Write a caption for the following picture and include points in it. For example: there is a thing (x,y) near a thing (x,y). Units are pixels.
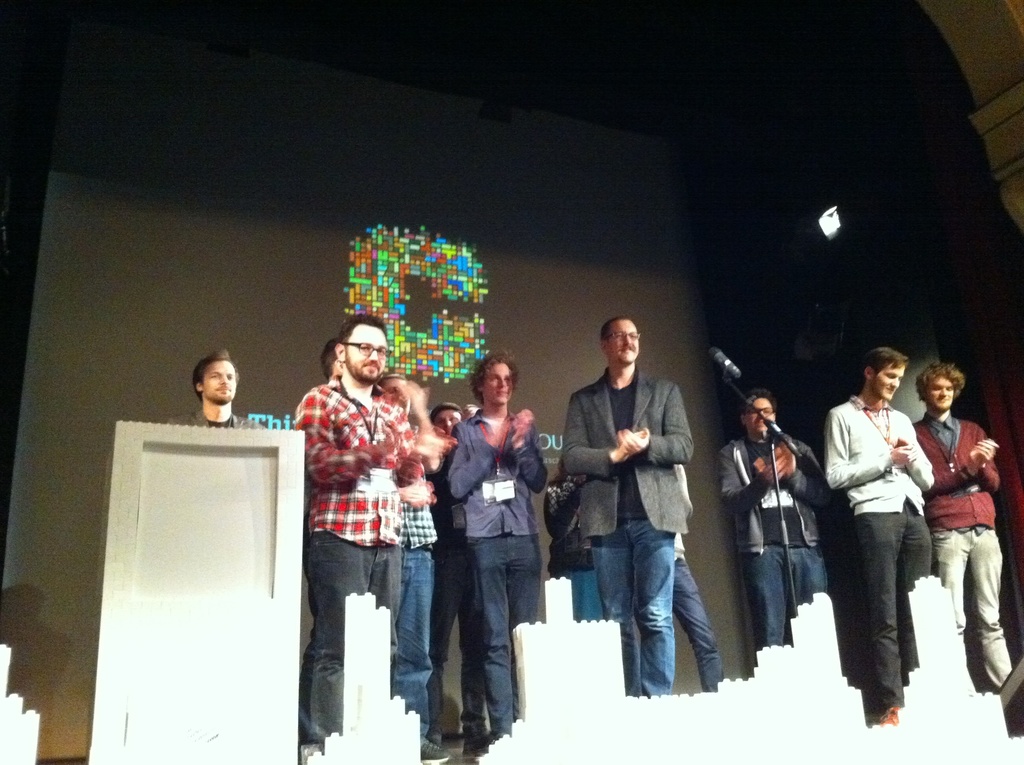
In this image there are people (897,703) standing on the stage (528,711). There is a dais (273,609). There is a mike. In the background of the image (422,225) there is a screen (375,260). On the right side of the image (827,214) there is a light (832,233).
